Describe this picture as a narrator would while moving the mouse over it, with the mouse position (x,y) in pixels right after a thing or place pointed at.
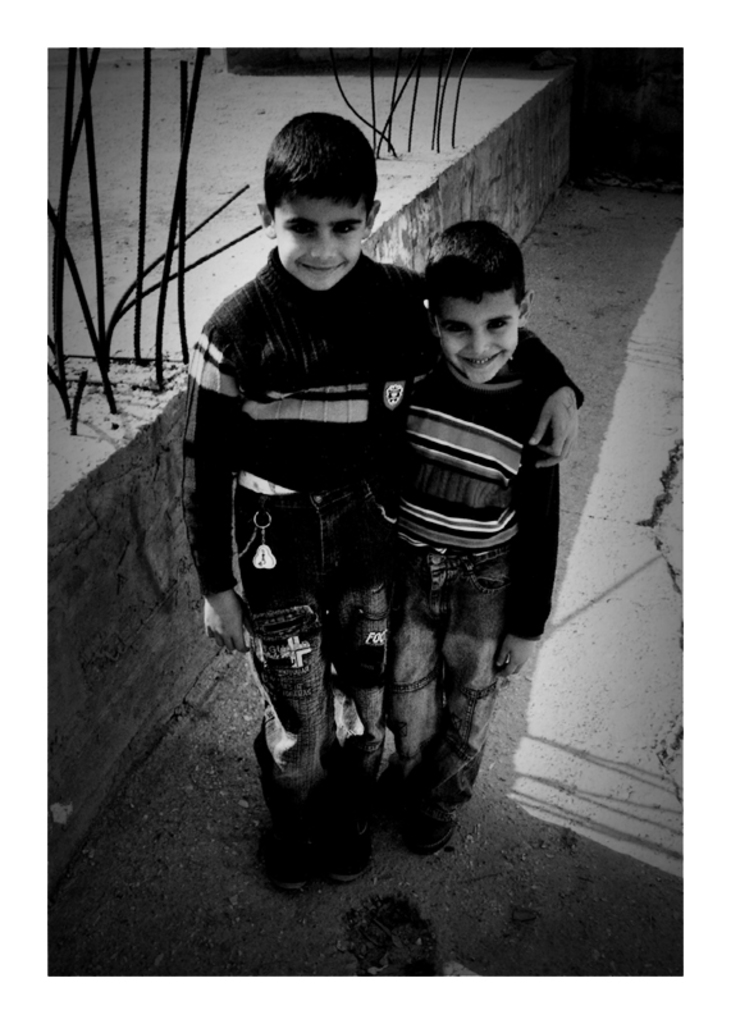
In this image I can see two children (295,575) are standing. I can also see smile on their faces (323,283) and I can see this image is black and white in colour.
